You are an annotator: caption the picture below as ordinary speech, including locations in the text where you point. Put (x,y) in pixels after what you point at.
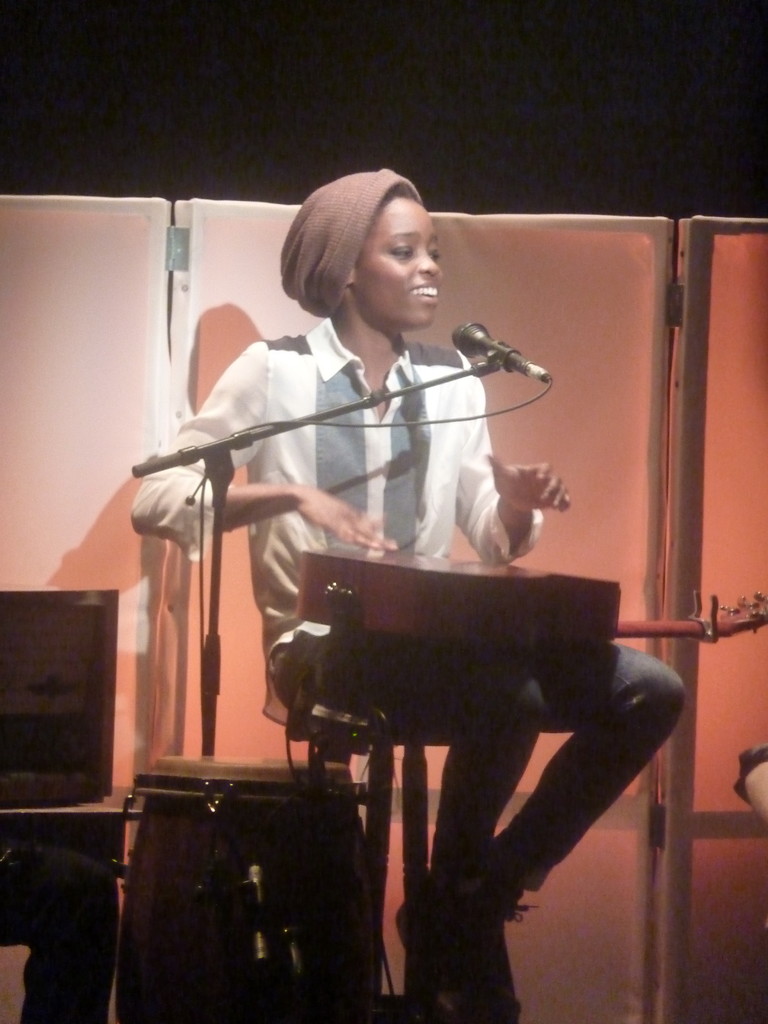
The picture consists of a lady (403,516) singing on mic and tapping on guitar (602,611).
